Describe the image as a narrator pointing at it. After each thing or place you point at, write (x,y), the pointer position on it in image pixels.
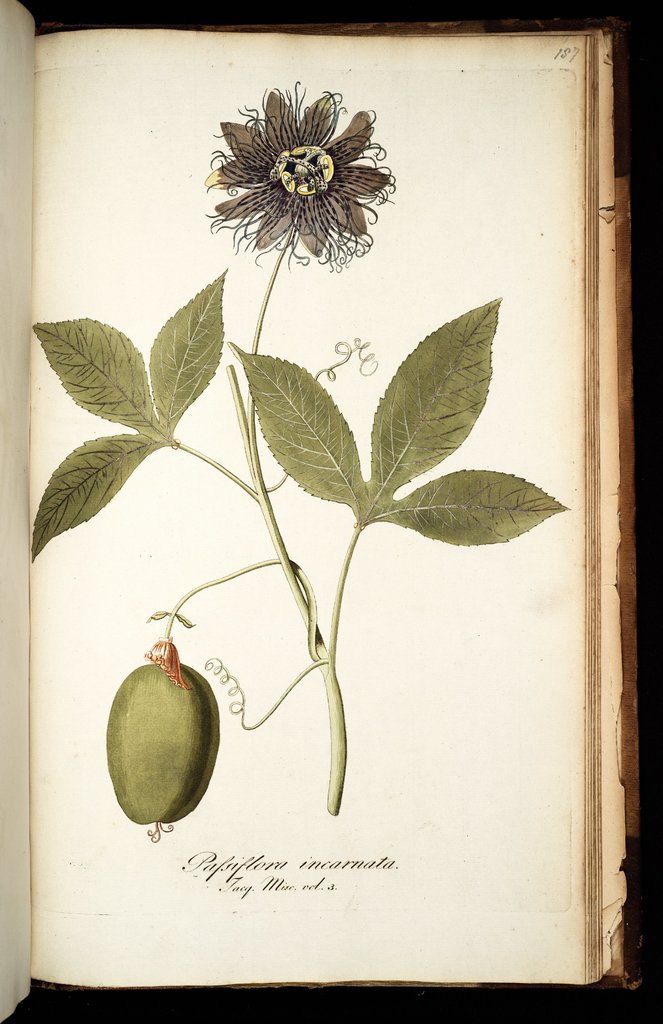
In this picture, we can see a book (367,628) and in the book (357,714) there is a drawing (268,490) of a plant (246,136) and written something in the book (165,653).
